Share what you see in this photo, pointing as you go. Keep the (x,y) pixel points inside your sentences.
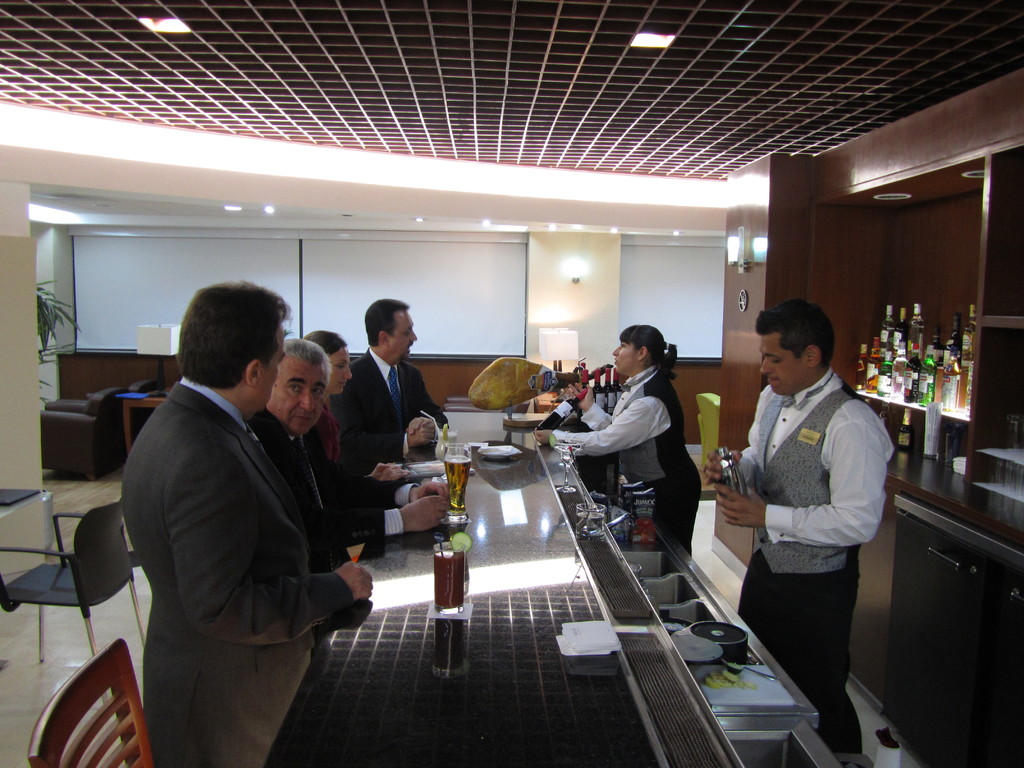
This is an inside view. Here I can see few people (229,472) standing around the table (473,628). On the table (471,442) I can see few wine glasses (447,589). On the right side (947,355) there is a rack (955,418) which is filled with the bottles (918,393). On the left side (81,556) there are some chairs (84,562). In the background (65,375), I can see the wall (536,266).
